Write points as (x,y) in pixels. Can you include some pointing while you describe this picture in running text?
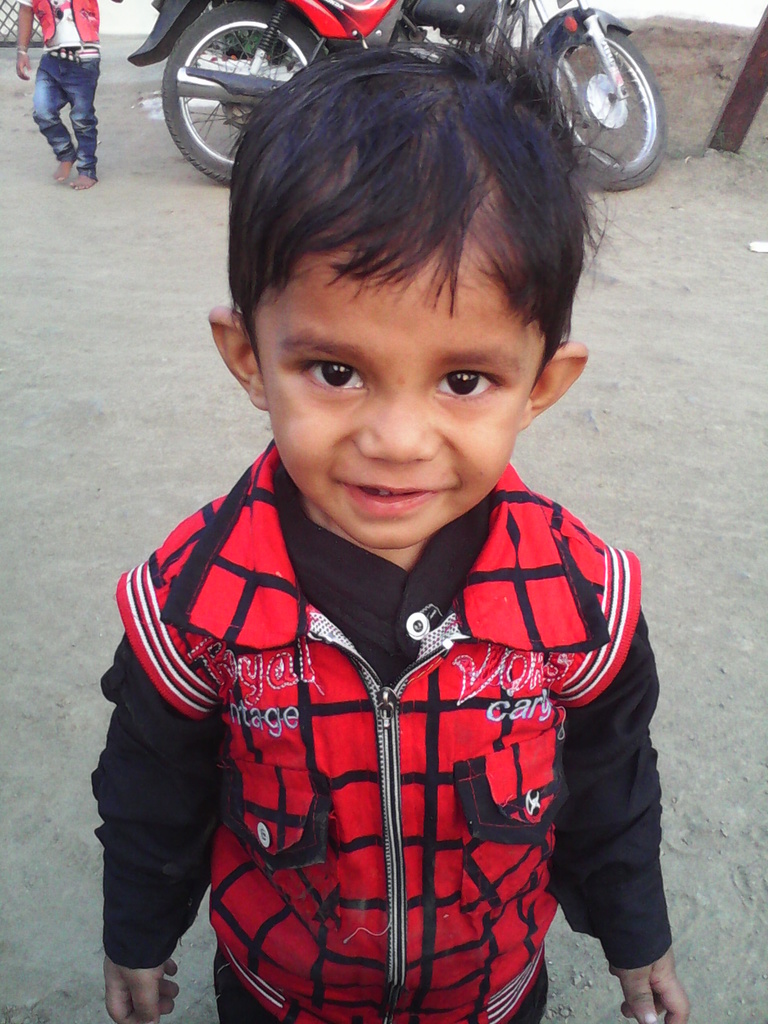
In this image we can see the child (305,576). And we can see the motor vehicle (624,95). And we can see one person (79,107) beside the motor vehicle (190,95).
